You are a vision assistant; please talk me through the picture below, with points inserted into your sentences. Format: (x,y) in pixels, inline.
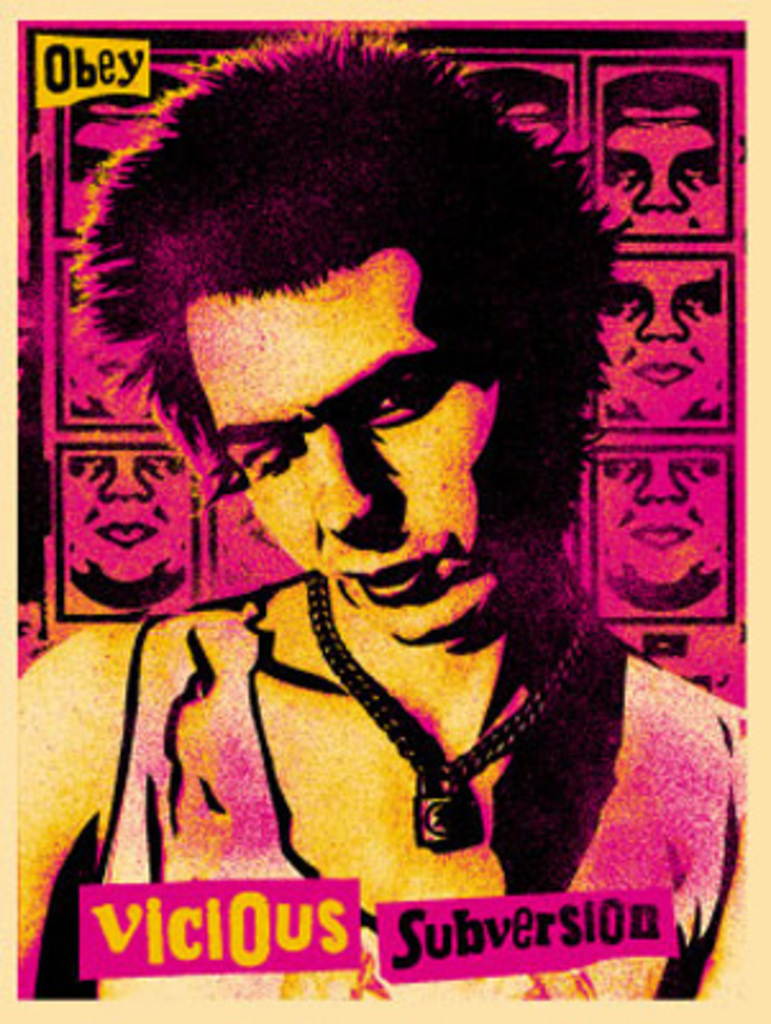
This image consists of a poster (352,685) with an image (237,352) of a man (318,383) and there is a text (528,926) on it.
